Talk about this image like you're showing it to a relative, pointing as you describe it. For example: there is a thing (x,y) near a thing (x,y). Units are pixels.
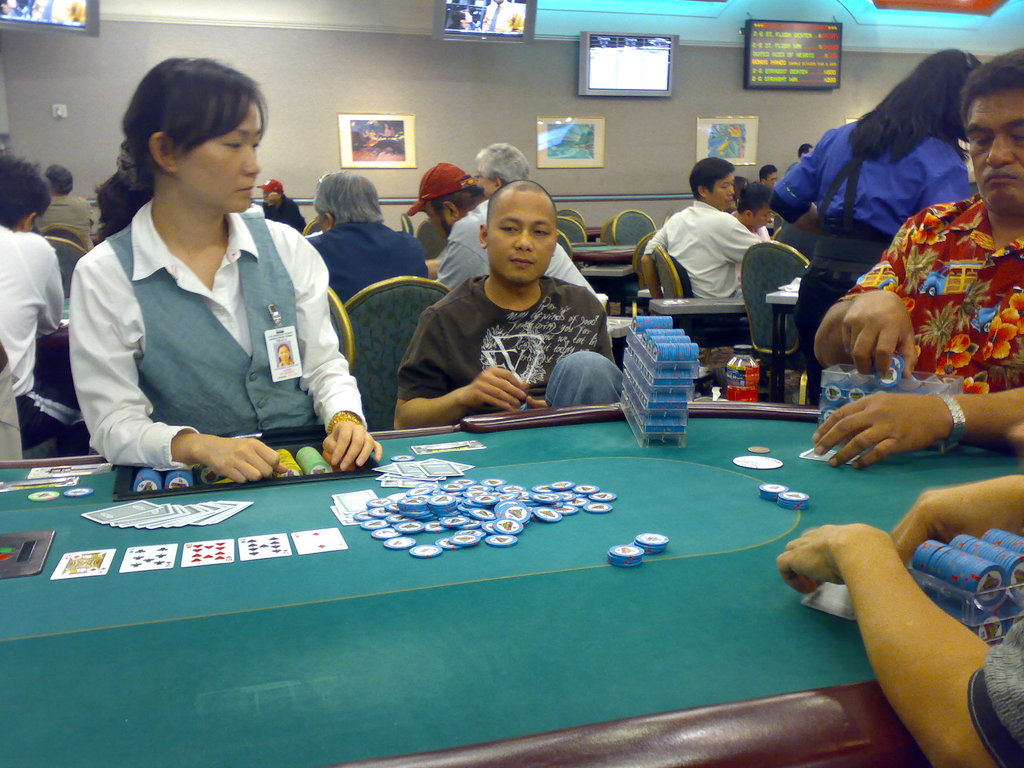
In this image we can see some people (493,161) in a room (644,162) and a few people (934,602) are sitting on chairs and in front of them, we can see there is a table (382,438) with playing cards (821,586) and some other objects (600,504). In the background (614,76), we can see some televisions (826,30) attached to the wall (128,51) and there are some photo frames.
